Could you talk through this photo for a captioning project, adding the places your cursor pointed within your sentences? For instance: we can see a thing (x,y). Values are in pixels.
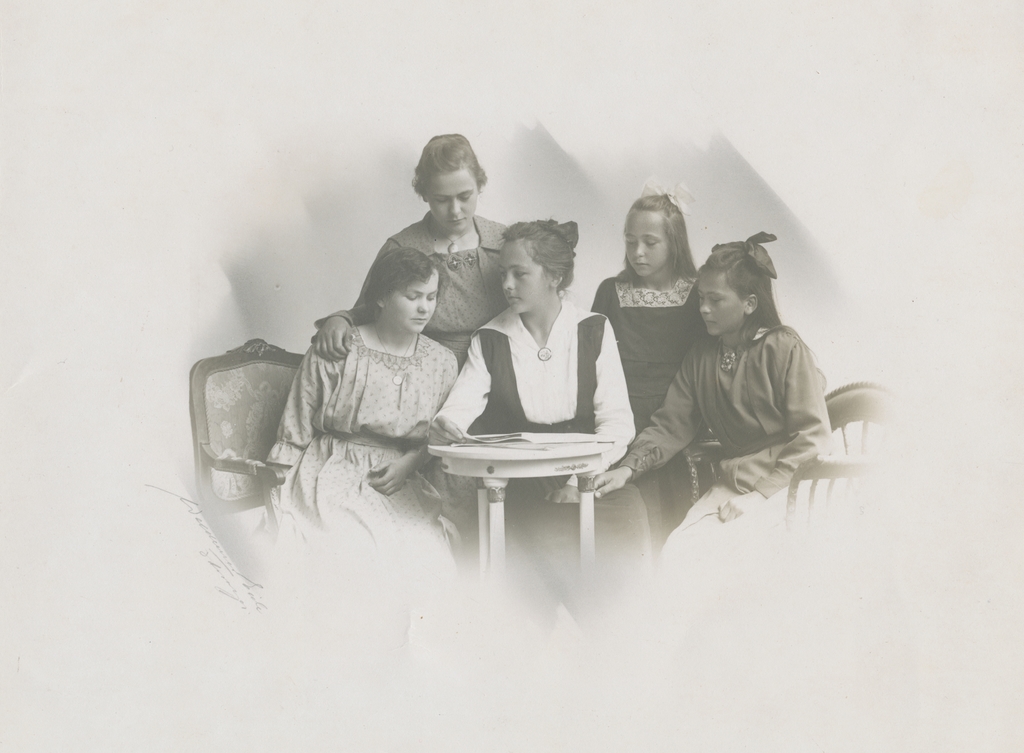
This picture is edited image. In the center (611,345) there are five women (635,253) who are sitting and standing near to the table (584,462). Three of them are sitting on the chair (801,489). On the table (531,454) I can see the books (483,441) or papers (589,435).
